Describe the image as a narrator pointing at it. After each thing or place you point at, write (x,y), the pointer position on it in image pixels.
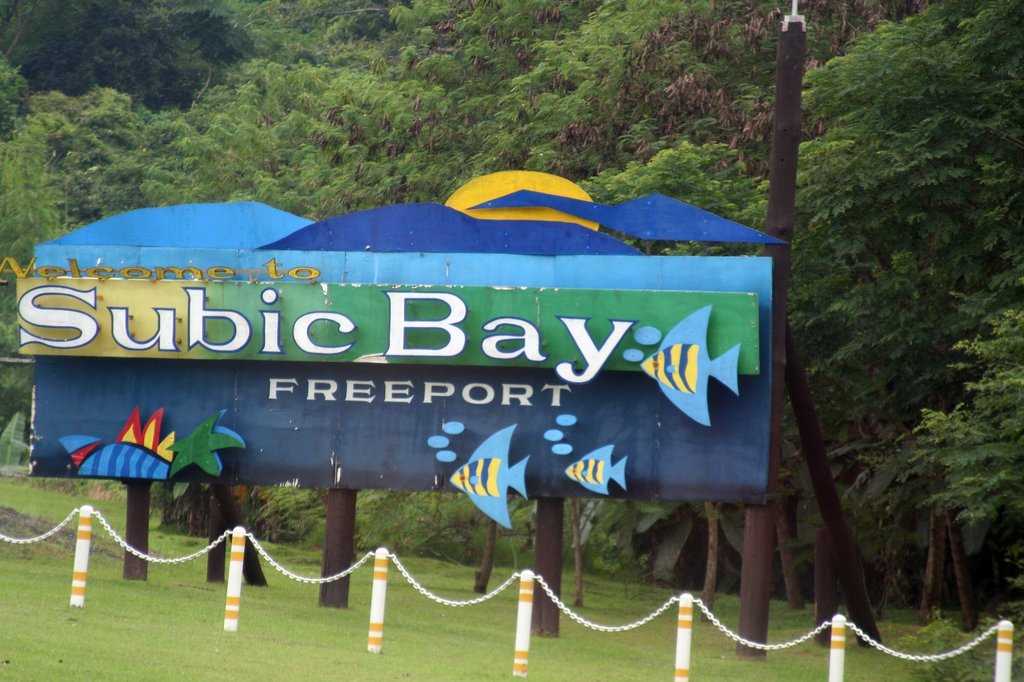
In this image in the front (277,656) there's grass (270,659) on the ground (249,617). In the center (450,390) there is a fence (526,616) and there is a board (266,400) with some text (370,383) written on it and there are trees (937,261) in the background (894,237).
